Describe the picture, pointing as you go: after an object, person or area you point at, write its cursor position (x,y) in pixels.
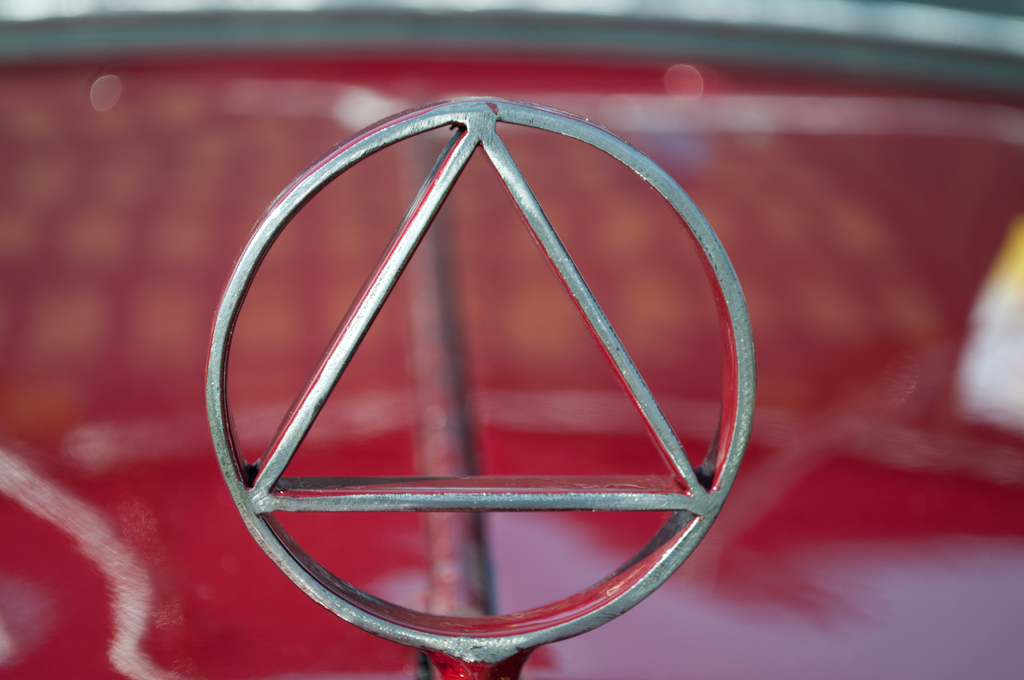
In this picture we can see a logo (388,271), rod (472,666) and in the background (683,60) it is blurry.
